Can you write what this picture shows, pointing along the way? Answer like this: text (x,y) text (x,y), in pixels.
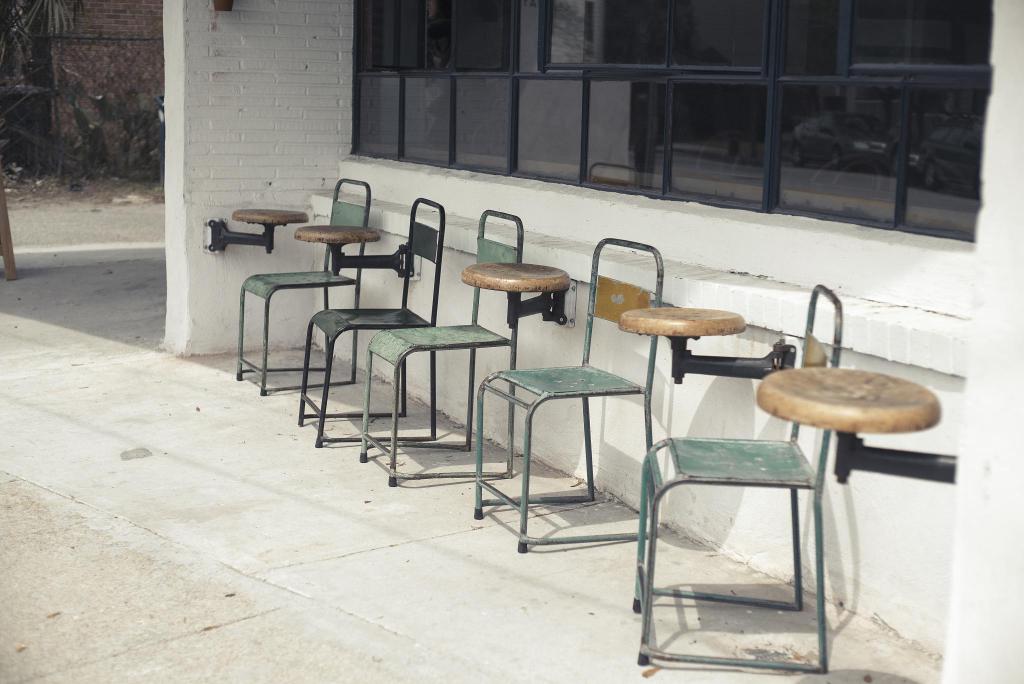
This picture might be taken from outside of the building (549,347) and it is sunny. On the right side (789,394), we can see some tables (777,391) and chairs (398,402). On the right side (885,146), we can see a glass window (761,76). In the middle of the image (622,350), we can see a wall (283,97). In the background (144,182), we can see a wood stick (10,248), trees (75,104) and a brick wall (143,25).
